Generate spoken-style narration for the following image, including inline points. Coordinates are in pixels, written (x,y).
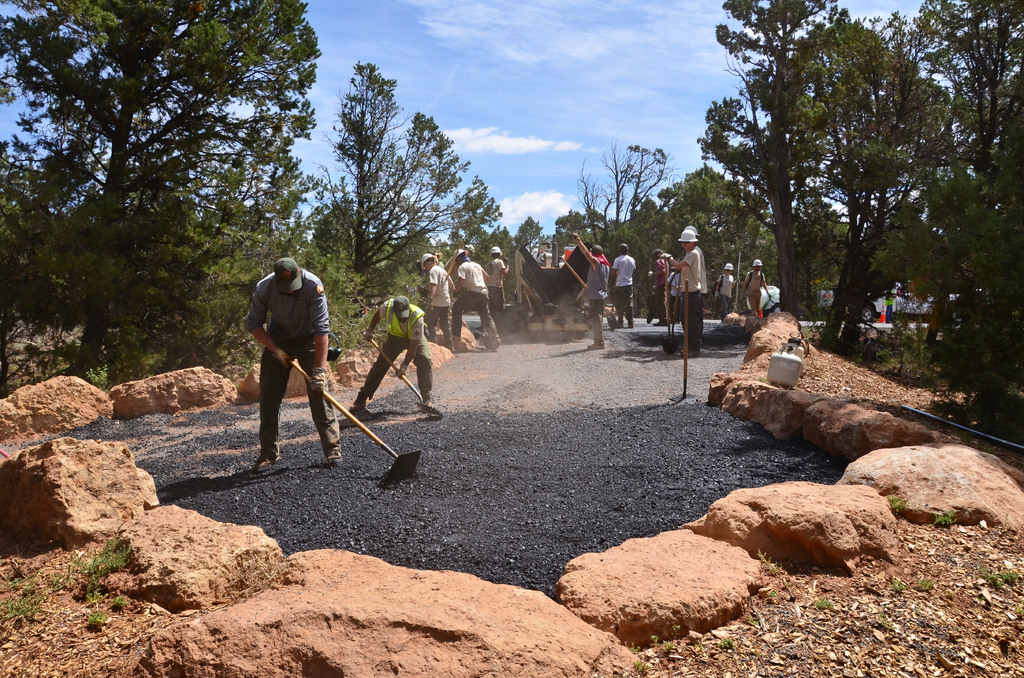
In this image I can see a few people (411,321) and few are holding something. I can see a vehicles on the road (708,354). I can see a trees (985,147), mud (948,579) and stones (886,485). The sky (594,130) is blue and white color.
